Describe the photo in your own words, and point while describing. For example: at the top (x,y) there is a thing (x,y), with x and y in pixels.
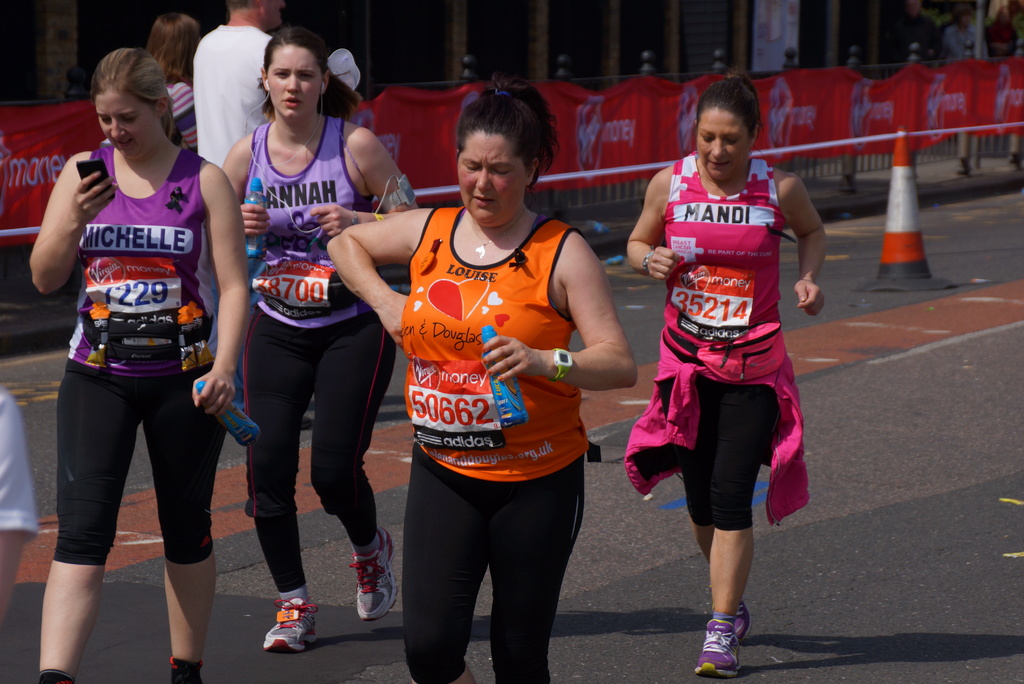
In this image I can see the group of people (743,171) with different color dresses (508,276). These people (553,426) are on the road (795,531). I can see three people (455,417) holding the bottle (519,418) and one person (103,199) holding the mobile (84,176) To the right (899,252) I can see the traffic cone (895,237) and the banner (867,134) to the railing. In the background (545,33) I can see the building (595,35).
